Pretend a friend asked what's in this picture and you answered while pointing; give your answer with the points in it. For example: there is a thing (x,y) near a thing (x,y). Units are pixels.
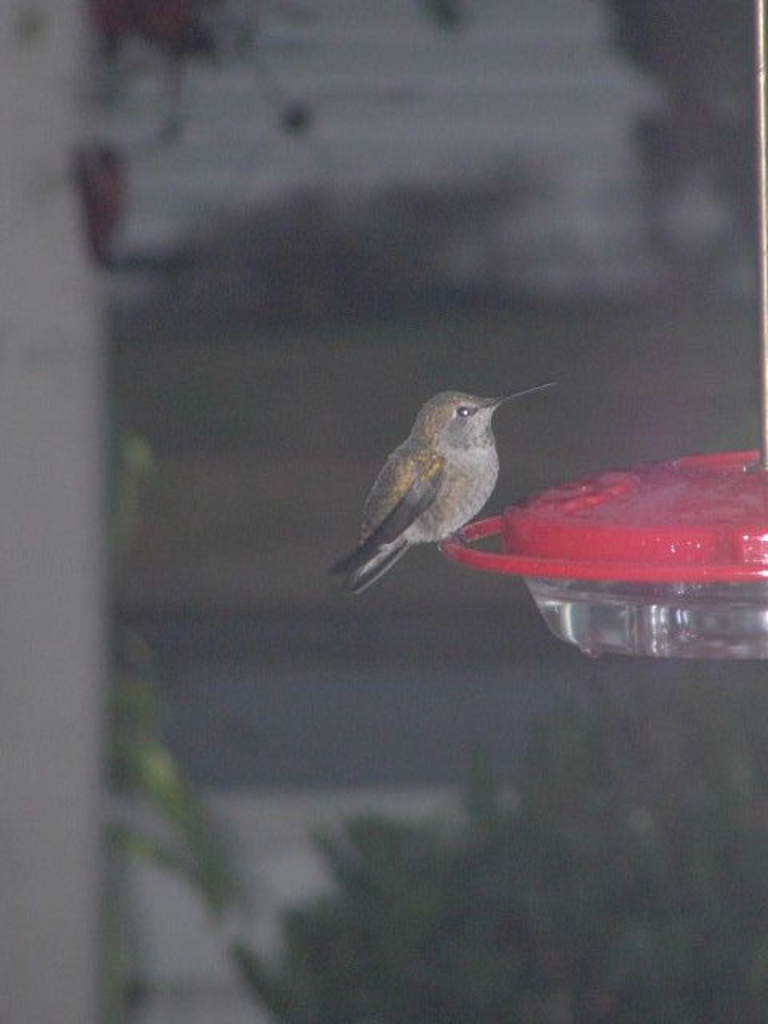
This image consists of a hummingbird (381,541). On the right (582,555), there is an object (649,598) in which there is water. The background (263,118) is blurred.
